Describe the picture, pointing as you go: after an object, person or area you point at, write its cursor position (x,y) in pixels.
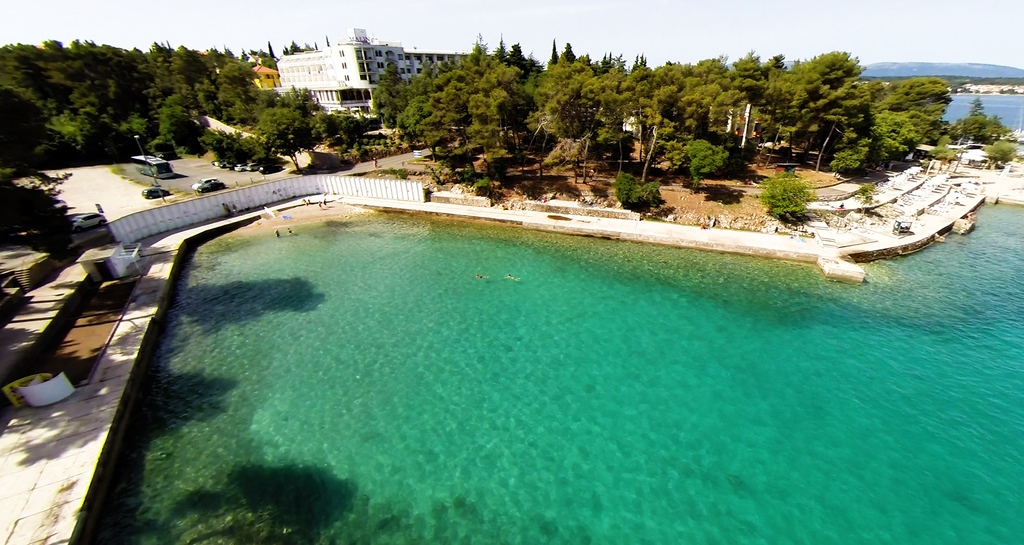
In this image, we can see a lake (752,391). There is a building (337,107) in between trees (544,77). There are vehicles (200,182) on the road (235,182). There is a sky (657,18) at the top of the image (489,30).
